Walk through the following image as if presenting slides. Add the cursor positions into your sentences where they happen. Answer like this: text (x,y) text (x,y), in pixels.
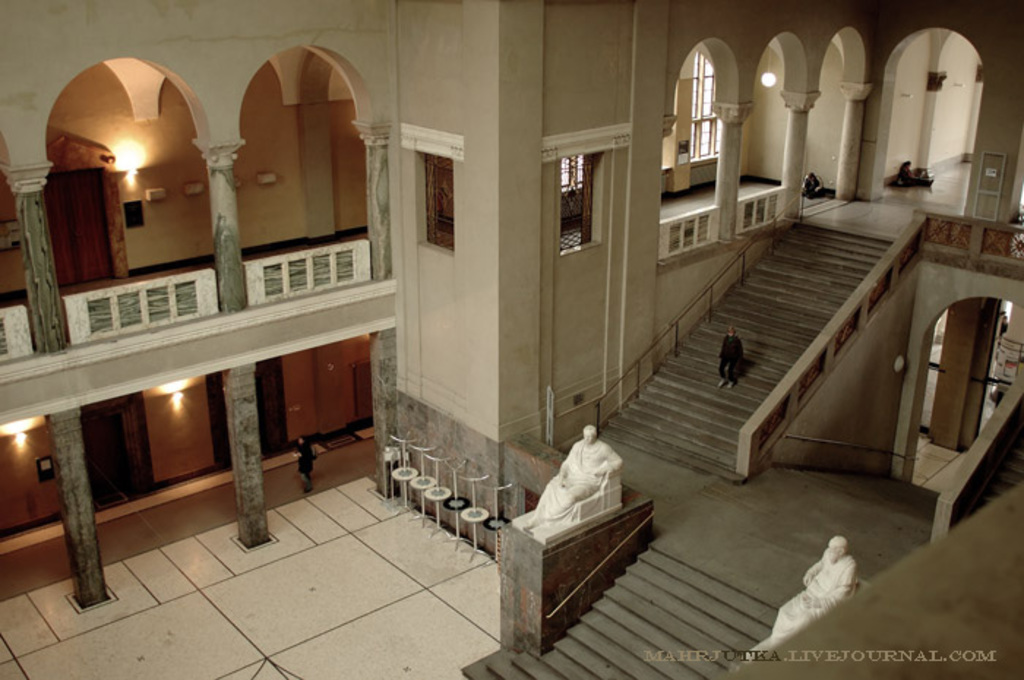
This is an inside view of a building (168,330), in this image we can see there is a person (300,458) walking in the corridor (286,488), in front of the person (303,473) there are two wooden doors (115,458), beside the door (213,440) there are lamps (21,432), electric switch board (40,468), Beside the person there are two pillars (243,483) and there are some objects (451,505), there are two statues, there are stairs (663,599), fence (768,246), there is a person (737,355) on the stairs (752,309). On the first floor (155,241), we can see the pillars (33,275) and there are two people (899,186) sitting on the floor (852,201), in the first floor (802,206), we can see a wooden door (88,215), a lamp (129,167) and electrical switch board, there is some text (848,658) written at the bottom of the image (776,658).
